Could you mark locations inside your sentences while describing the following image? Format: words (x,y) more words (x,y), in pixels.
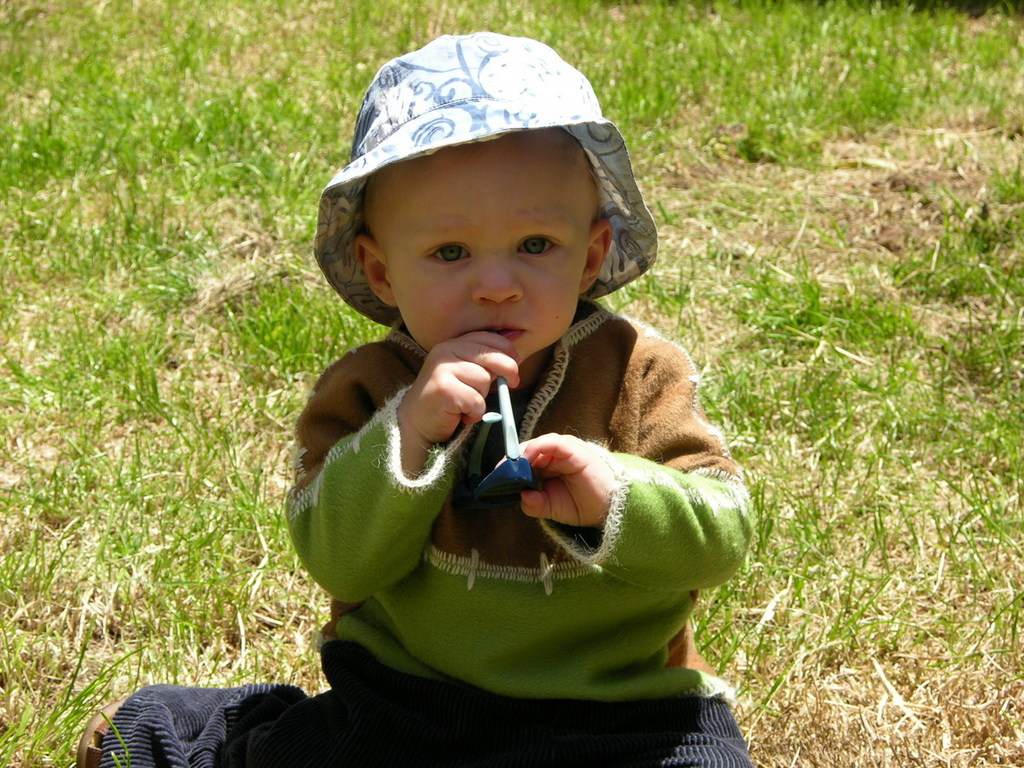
In this image in front (474,346) there is a boy (404,384) holding some object (463,485) in his hands (527,453). At the bottom of the image (115,551) there is grass (154,381) on the surface (149,431).
